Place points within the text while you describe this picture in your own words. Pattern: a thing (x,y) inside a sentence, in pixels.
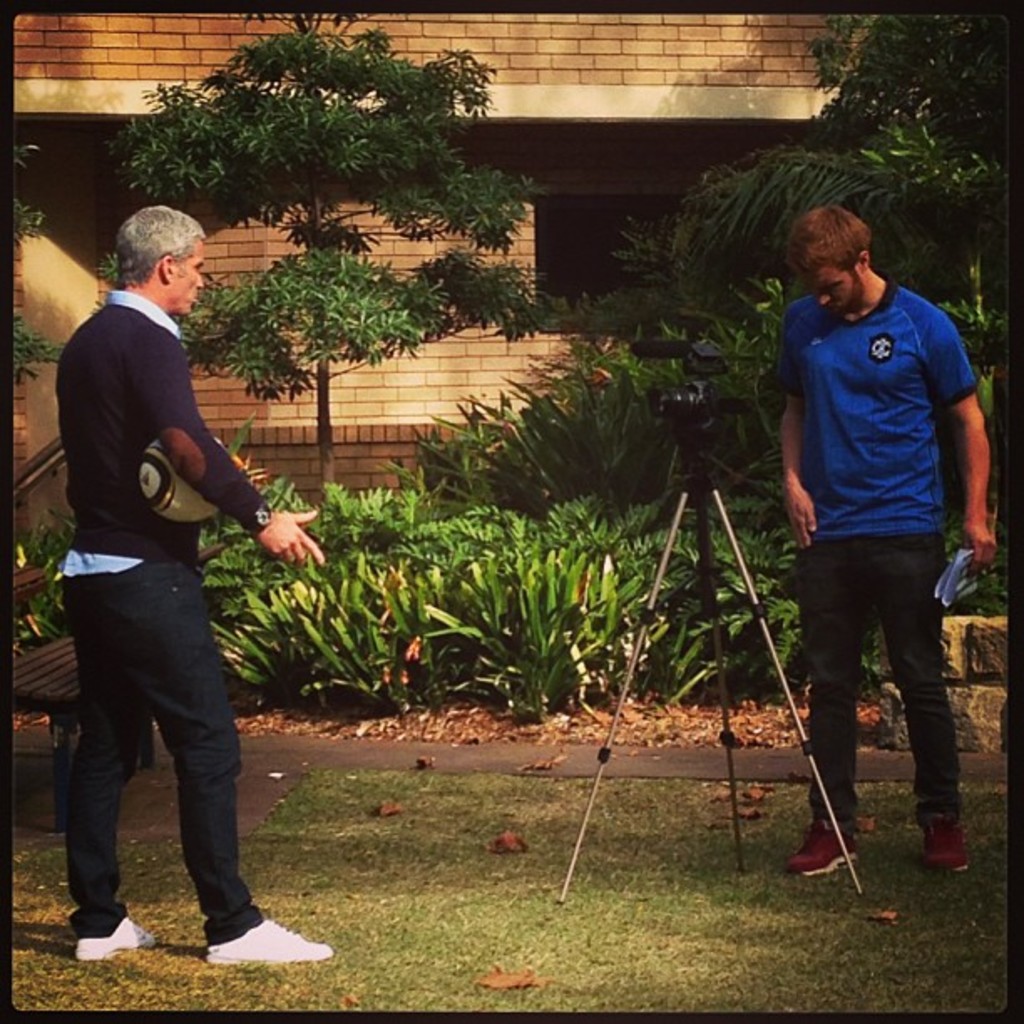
In this picture there is a person (108,465) wearing white shoes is standing on a greenery ground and holding a ball (189,517) under his arms (222,475) and there is a camera (707,402) attached to a stand (684,498) in front of him and there is another person (885,493) wearing blue T-shirt (880,436) is standing in the right corner (916,441) and there are few plants (624,491), trees (485,325) and a building (515,245) in the background (529,250).
